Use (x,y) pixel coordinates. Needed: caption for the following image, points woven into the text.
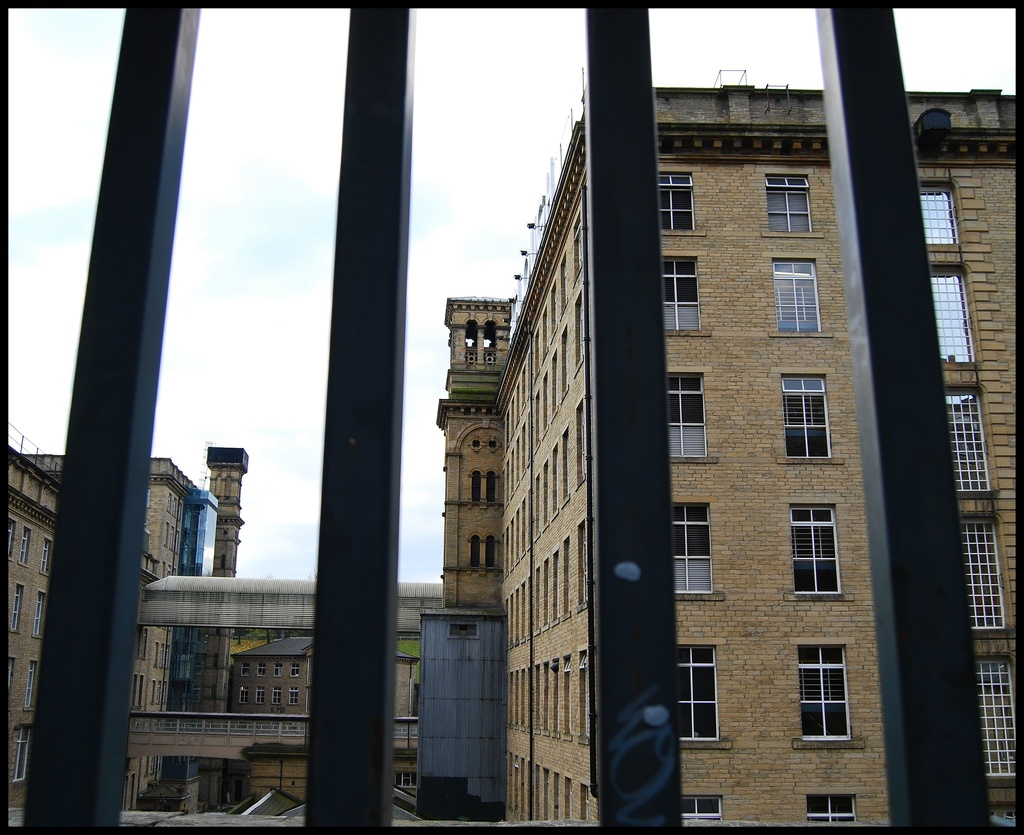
In the foreground (123,514) I can see the railing (99,517). In the background (807,481) there are many buildings (771,481). At the top of the image (255,177) I can see the sky (242,210).
